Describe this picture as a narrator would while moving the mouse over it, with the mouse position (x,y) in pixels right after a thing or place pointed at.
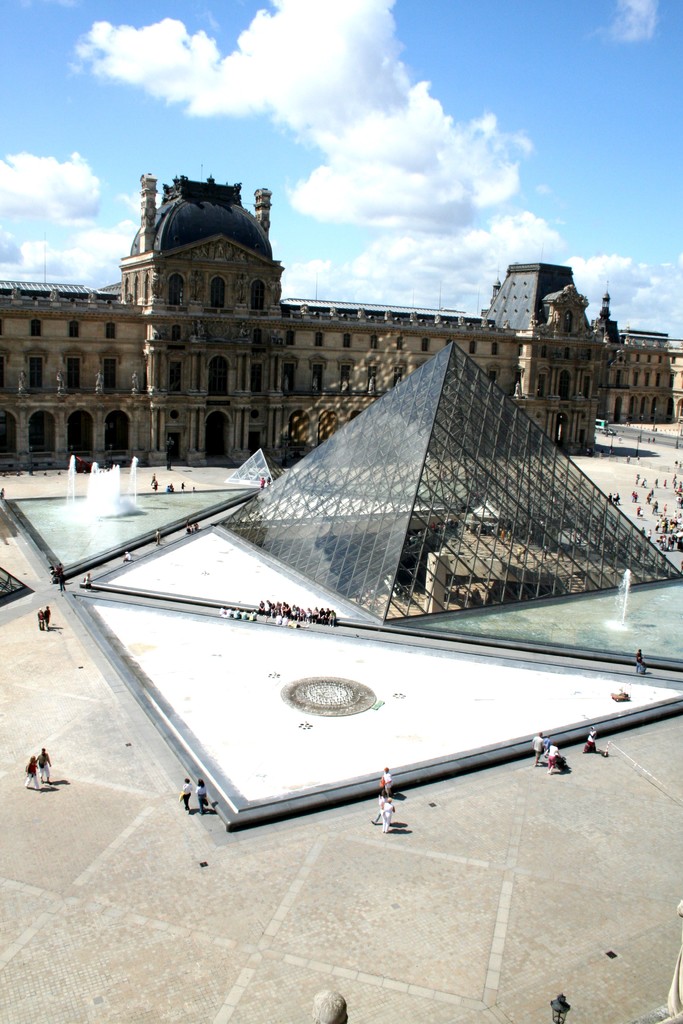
In this image we can see buildings (669,364), fountains (132,503), lights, and a sculpture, there are some persons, and a glass pyramid (417,532) in the middle (419,541), also we can see the sky (464,115).
